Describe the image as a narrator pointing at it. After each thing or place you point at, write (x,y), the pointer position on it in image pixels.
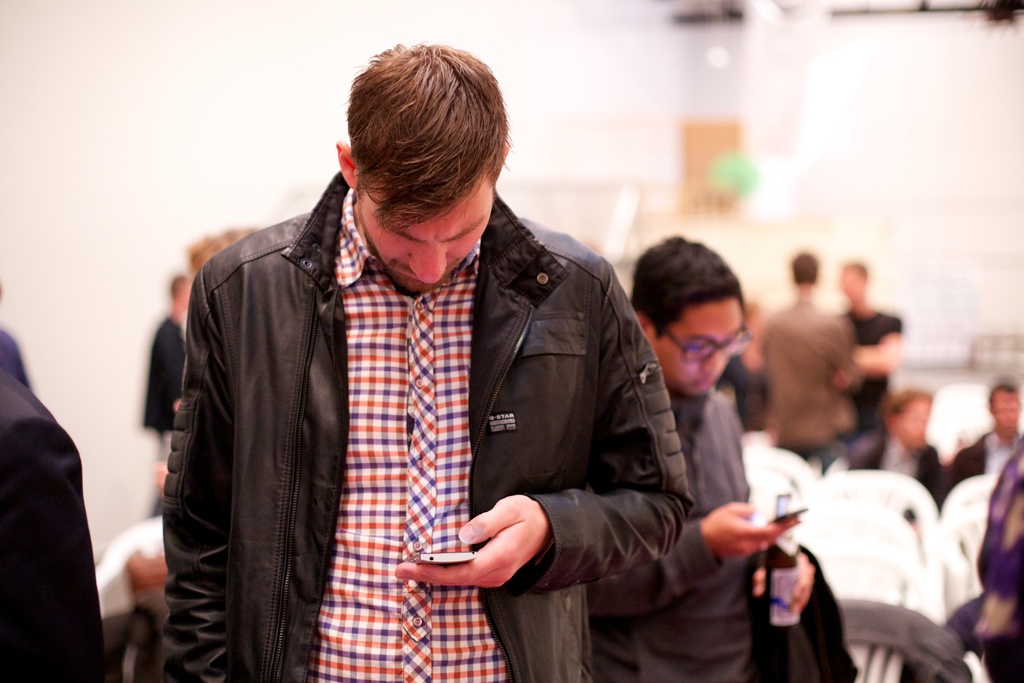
In this image we can see there are few persons (545,382) standing and holding a phone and a bottle (782,544) and a few persons (939,493) are sitting on the chair (845,490). And at the back (134,219) it looks like a blur.
